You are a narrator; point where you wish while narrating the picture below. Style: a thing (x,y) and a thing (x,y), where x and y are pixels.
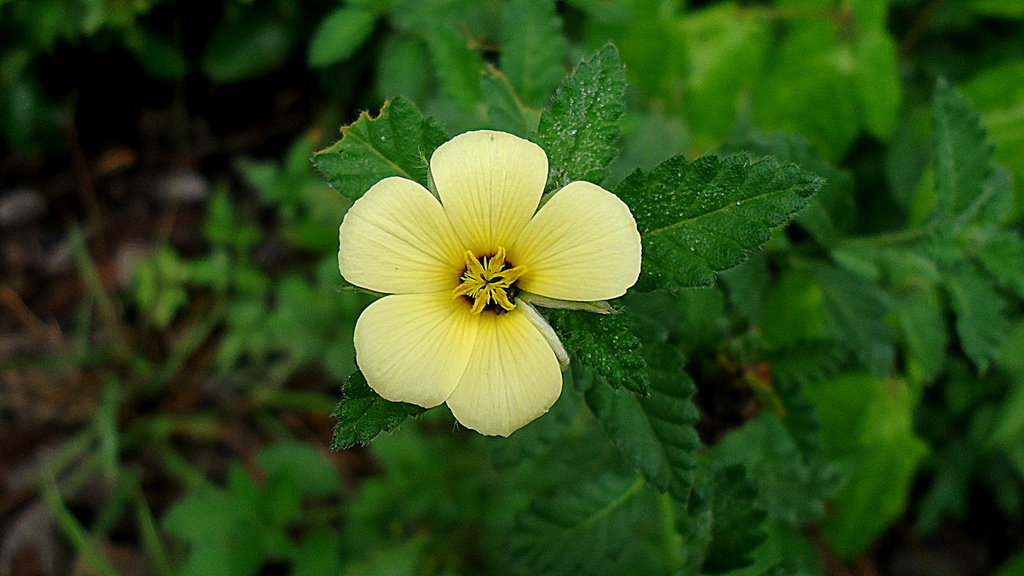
In the middle of the image (460,294) we can see a flower (420,323), in the background (569,384) we can find few plants (694,339).
